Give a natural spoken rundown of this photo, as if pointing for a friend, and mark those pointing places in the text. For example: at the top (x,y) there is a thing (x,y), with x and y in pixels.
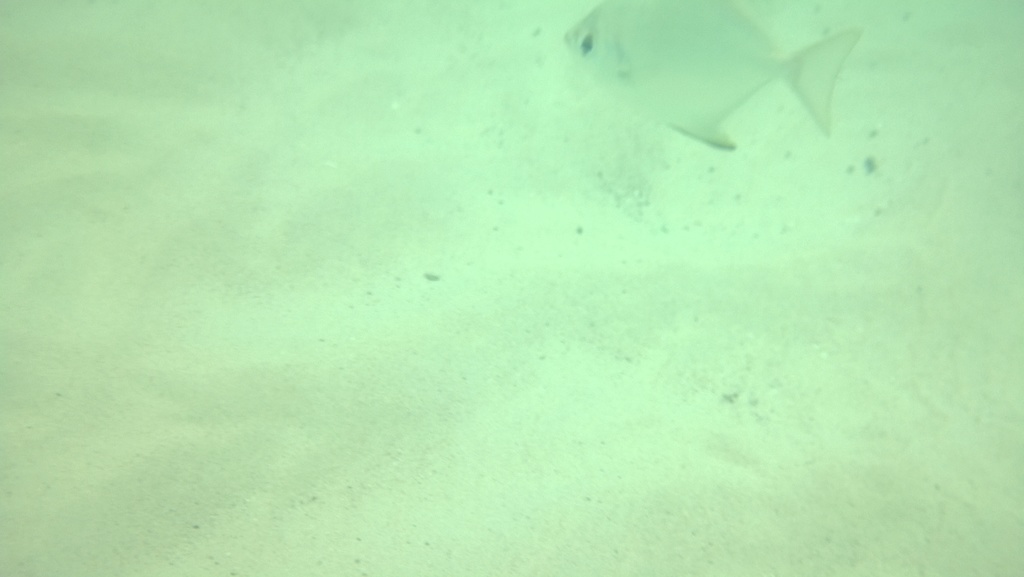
It is an underwater image of the water (237,108), there is a white sand (545,193) and a fish (716,69) is swimming in the water (709,249).
